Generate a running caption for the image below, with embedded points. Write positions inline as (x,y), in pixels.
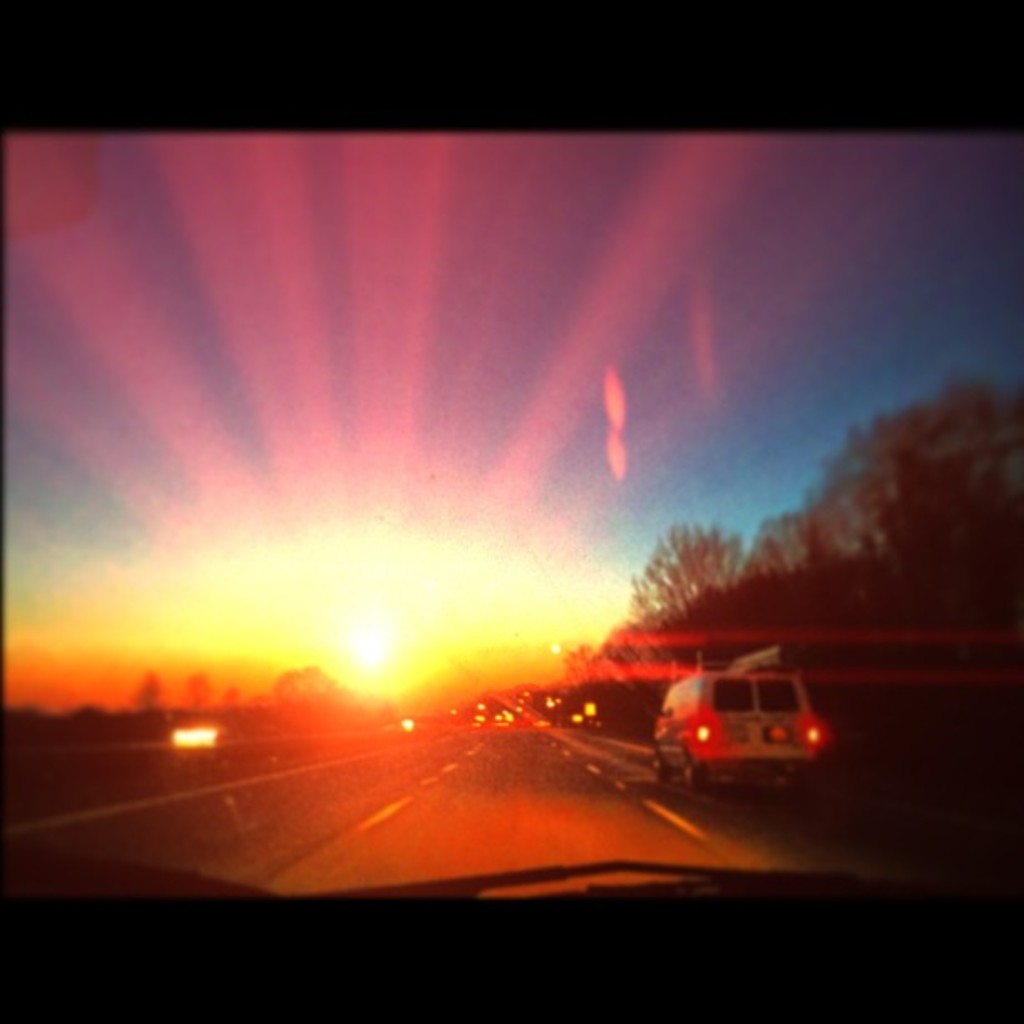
In this image at the bottom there is one vehicle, in the center (402,430) it looks like a glass window (501,736) of a vehicle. And through the window (724,746) we could see some trees (868,545), vehicles (696,718), lights (696,718) and road (623,827). At the top of the image (505,260) there is sky (351,322).
